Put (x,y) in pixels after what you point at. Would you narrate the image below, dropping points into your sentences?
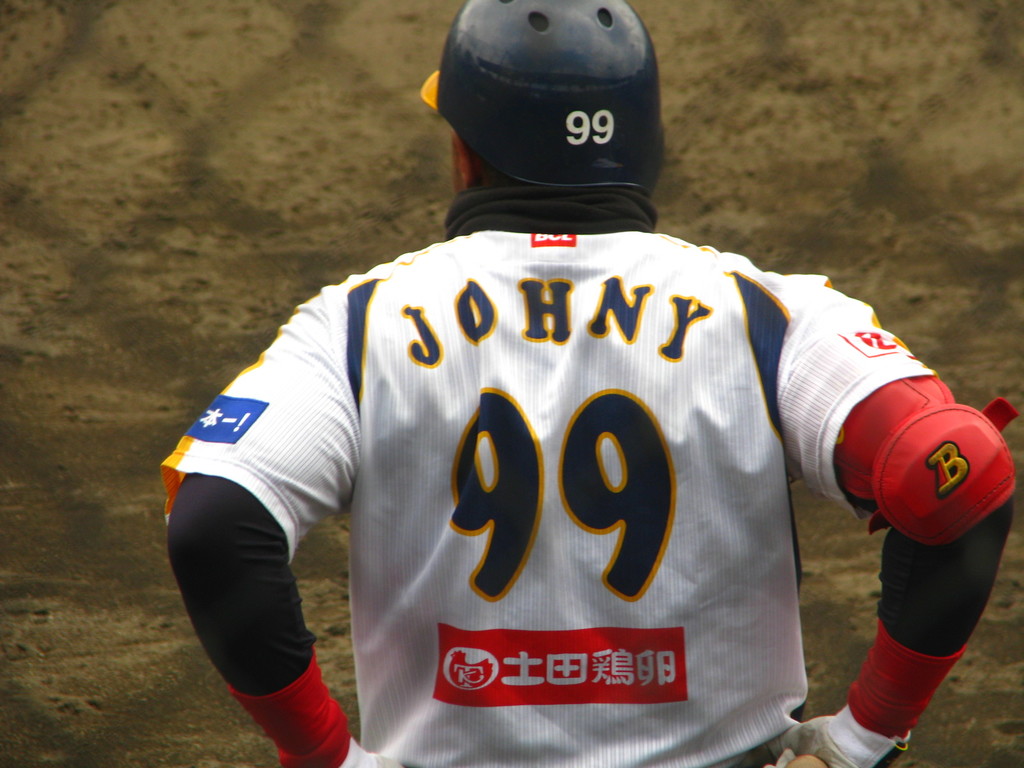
In this image, I can see a person (617,596) standing with a helmet (566,181). The background (124,452) blur.
